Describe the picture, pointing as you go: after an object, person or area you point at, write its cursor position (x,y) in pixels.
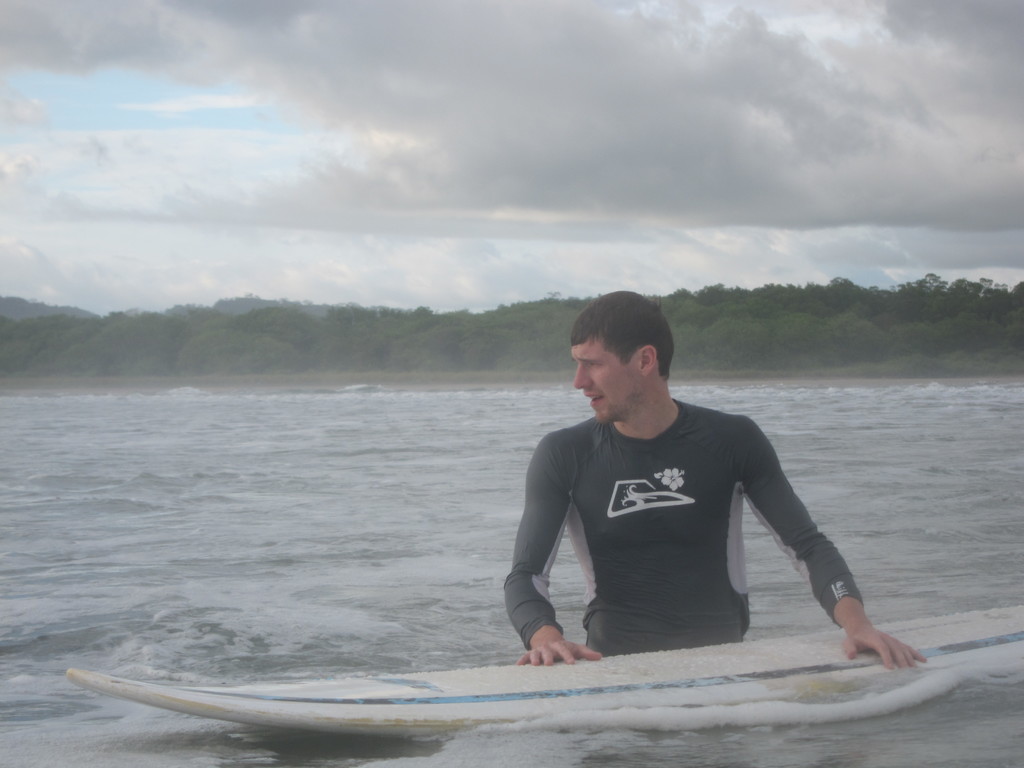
In this image we can see a person (675,516) holding a surfing board (658,679), in the ocean (947,735), there are some trees (429,332) and also we can see the sky (560,124).
